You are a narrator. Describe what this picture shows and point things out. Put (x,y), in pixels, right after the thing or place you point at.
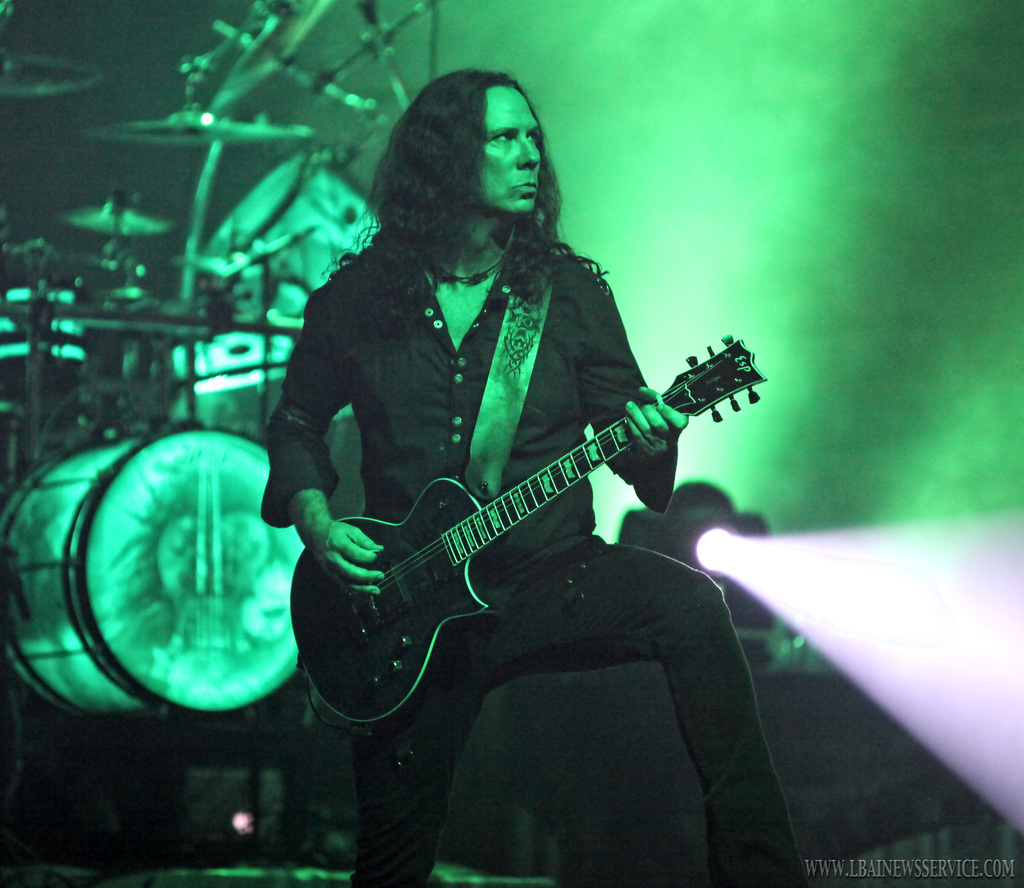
In this image I can see a person (548,620) wearing black color dress (581,567) is standing and holding a musical instrument (445,530) in his hand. I can see few other musical instruments (192,338) and a light (669,524) behind him. I can see the green and black colored background (735,193).
